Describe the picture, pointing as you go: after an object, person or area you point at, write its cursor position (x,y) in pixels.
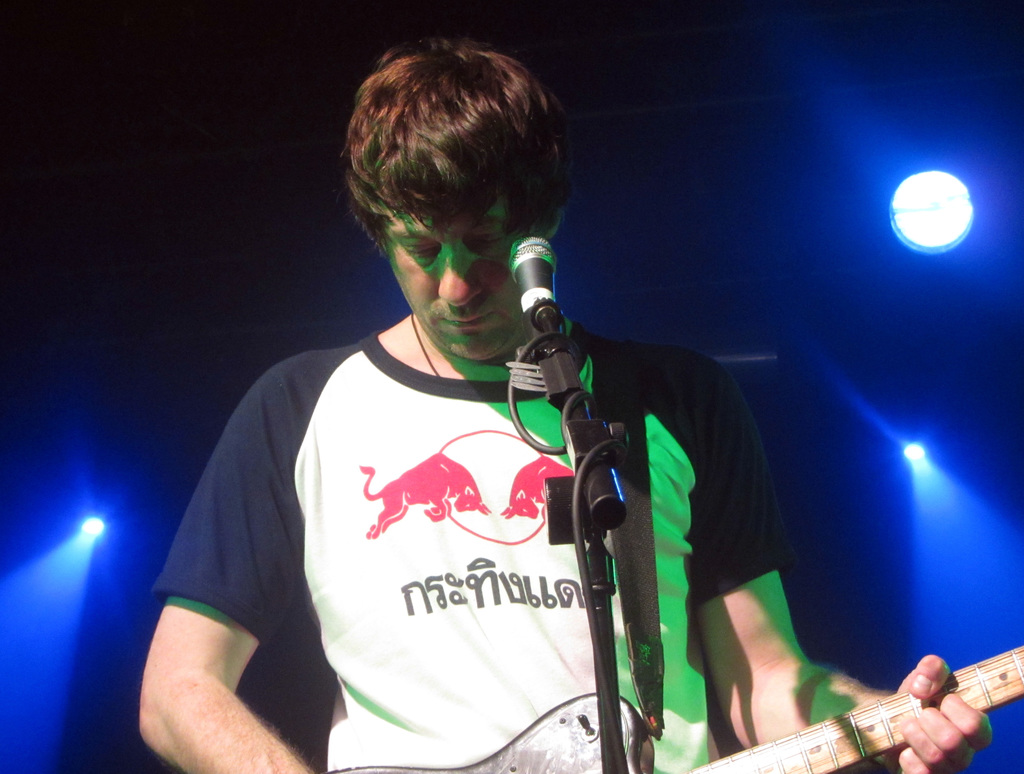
This man (593,375) wore t-shirt (454,487) and playing guitar (566,738) in-front of mic (548,261). On top (926,196) there are focusing lights (100,523).
